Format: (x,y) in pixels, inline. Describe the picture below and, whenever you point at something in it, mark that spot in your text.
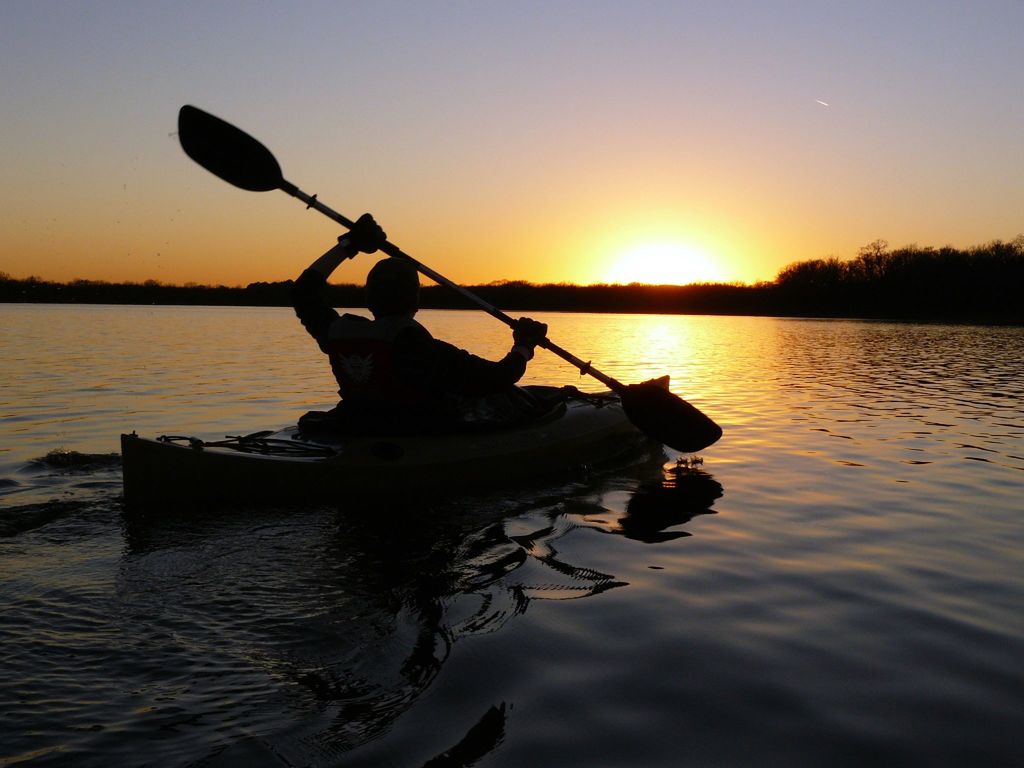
In this image we can see person (413,340) riding a boat (391,451) on the river (618,536). In the background (897,290) we can see trees (734,302) and sky (557,145).
